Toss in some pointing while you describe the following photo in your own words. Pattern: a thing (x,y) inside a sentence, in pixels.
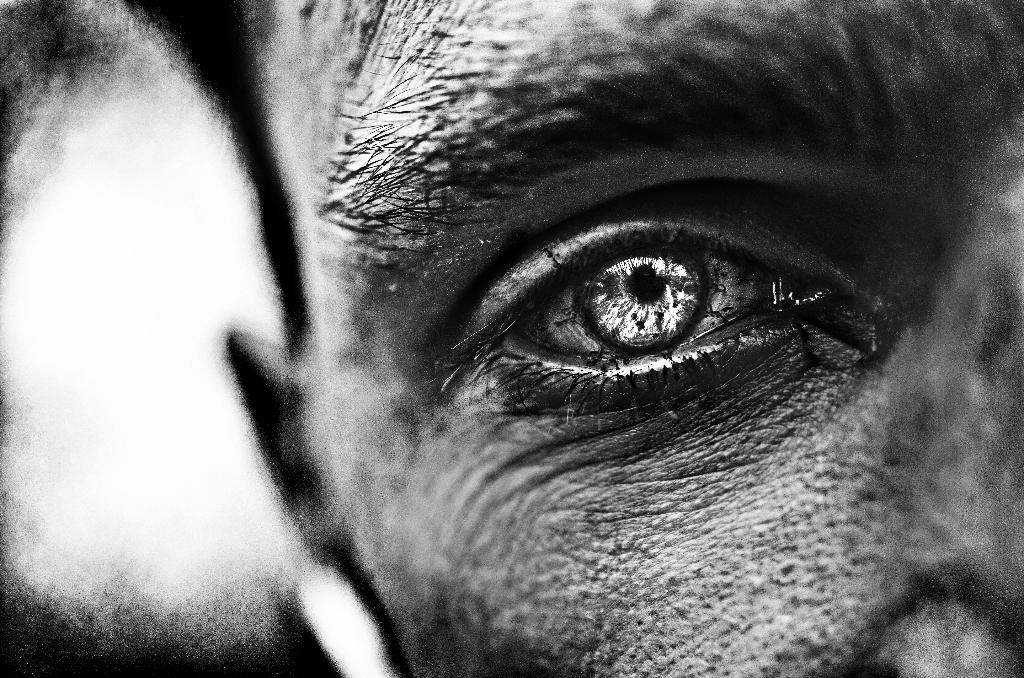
This image consists of a man (865,373). This image is zoomed in. In the front (592,323), there is an eye (698,268) of the man (589,299).
